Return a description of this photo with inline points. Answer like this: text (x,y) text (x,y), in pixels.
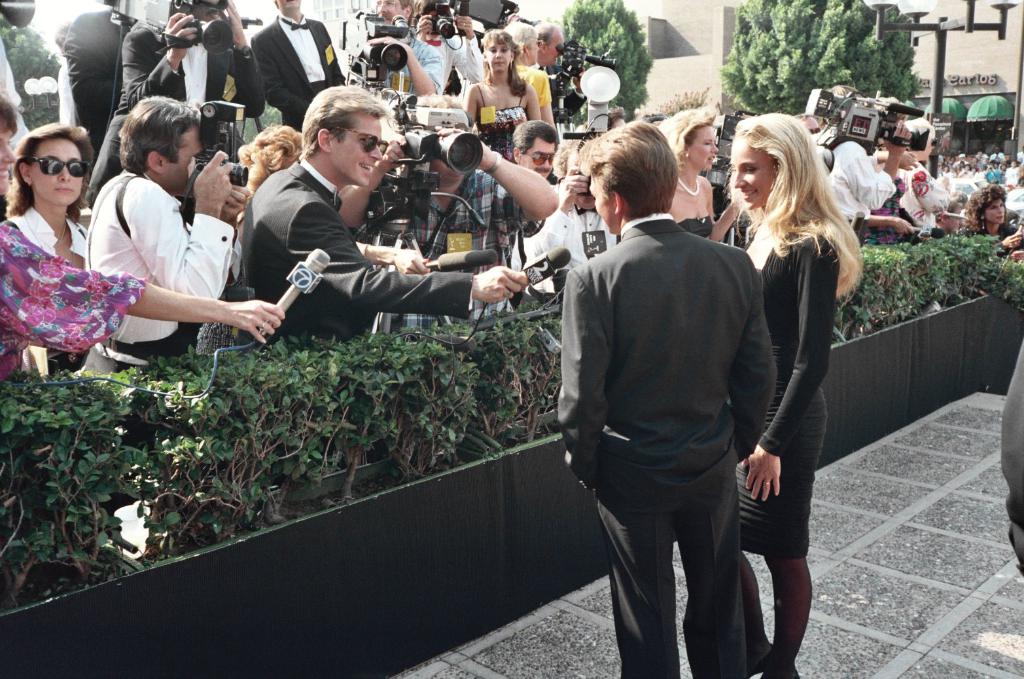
In this image there are some plants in middle of this image (343,374) and there are some persons (799,407) standing on the right side of this image (772,433) and there are some persons (188,140) are standing in the background (274,158) and they are holding some cameras (566,68) and Mics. There are some trees (743,45) on the top right corner of this image (754,55). There is a floor (881,589) in the bottom of this image (854,565).
